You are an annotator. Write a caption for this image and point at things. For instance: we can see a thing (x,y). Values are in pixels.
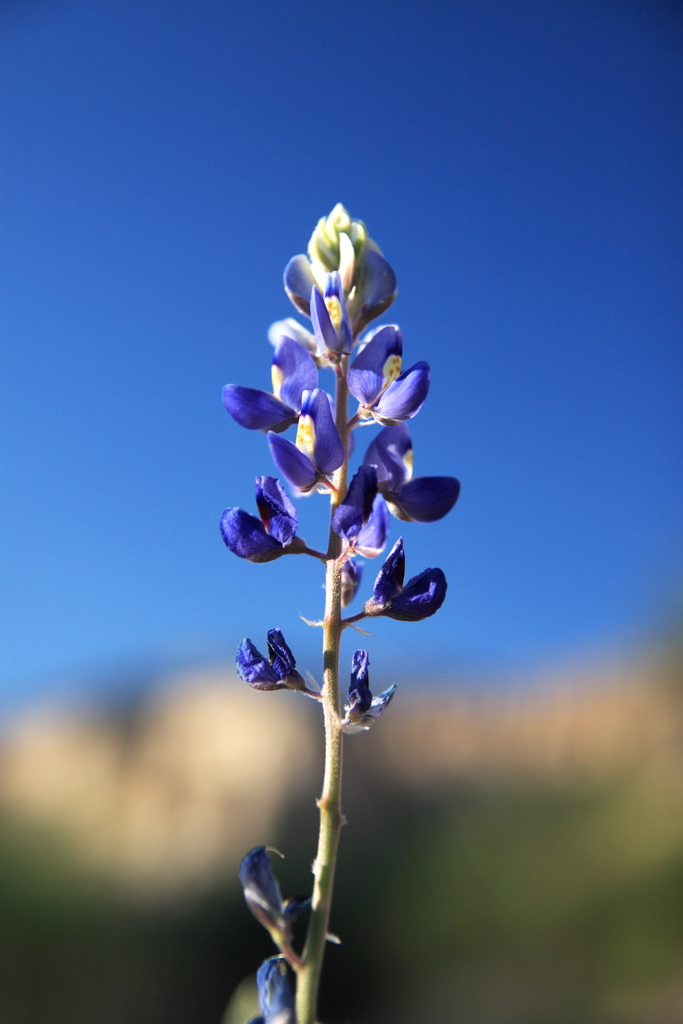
In this image there is a bluebonnet (292,536), in the background (18,15) it is blurred.
